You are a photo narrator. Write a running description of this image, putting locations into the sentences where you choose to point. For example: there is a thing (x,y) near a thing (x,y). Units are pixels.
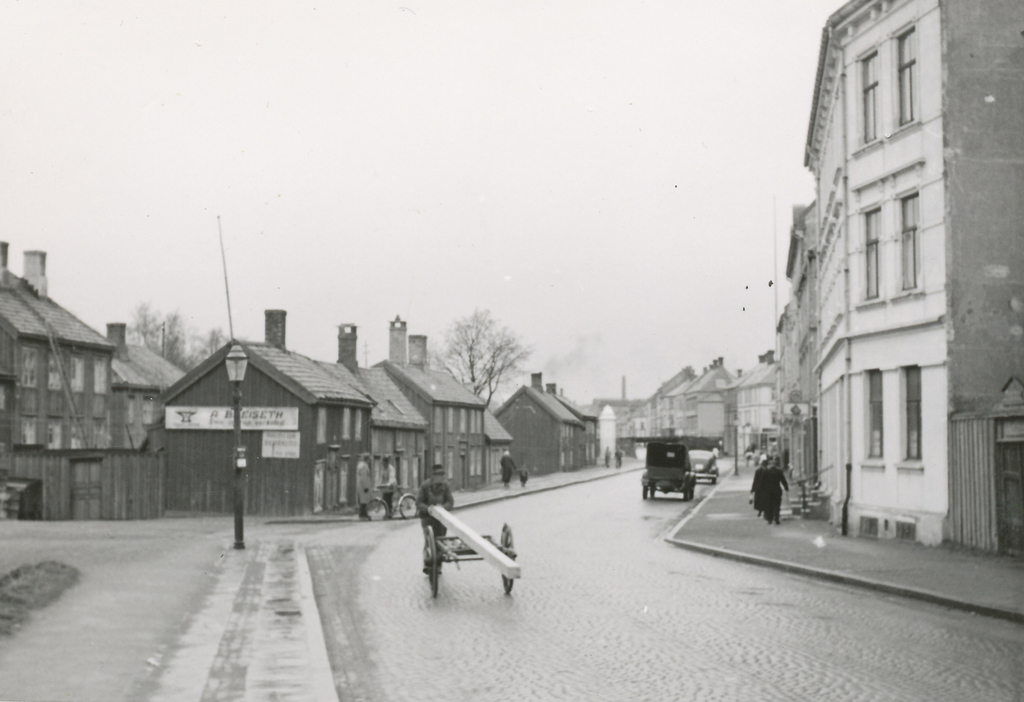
This is a picture of a city (554,452), where there are buildings (430,477), name boards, a person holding a cart (507,524), a person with a bicycle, vehicles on the road (519,661), group of people (772,478) walking, trees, light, sky (423,310).
